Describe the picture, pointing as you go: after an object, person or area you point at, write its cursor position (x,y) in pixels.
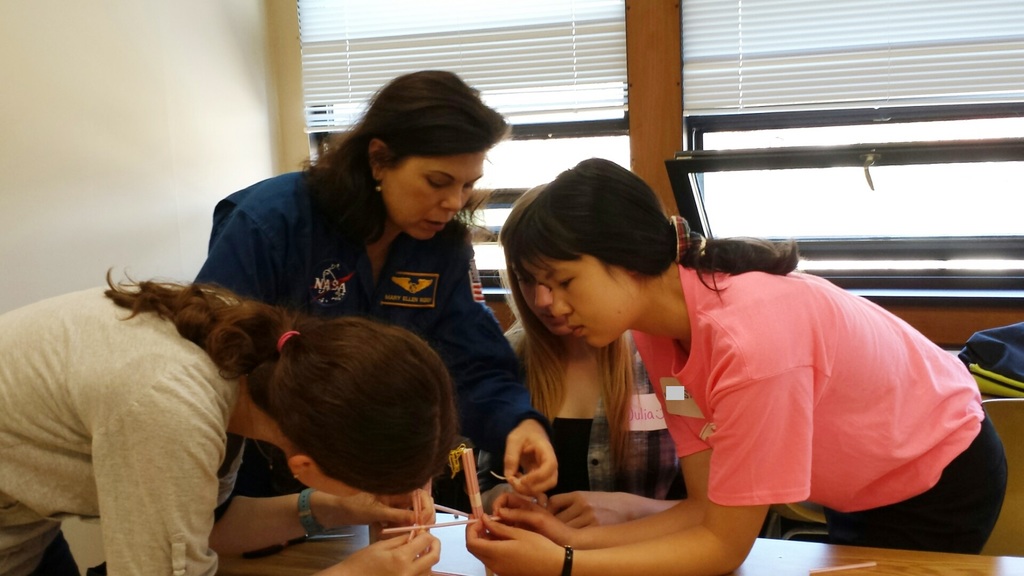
In this image I can see the group of people (385,381) with different color dresses (523,406). These people (423,447) are in-front of the table (442,568) and I can see these people (368,559) are holding some objects (400,529). To the right (1008,392) I can see the navy blue and yellow color object (981,375). In the background (708,54) I can see the wall (260,67) and the window blind (616,98).
